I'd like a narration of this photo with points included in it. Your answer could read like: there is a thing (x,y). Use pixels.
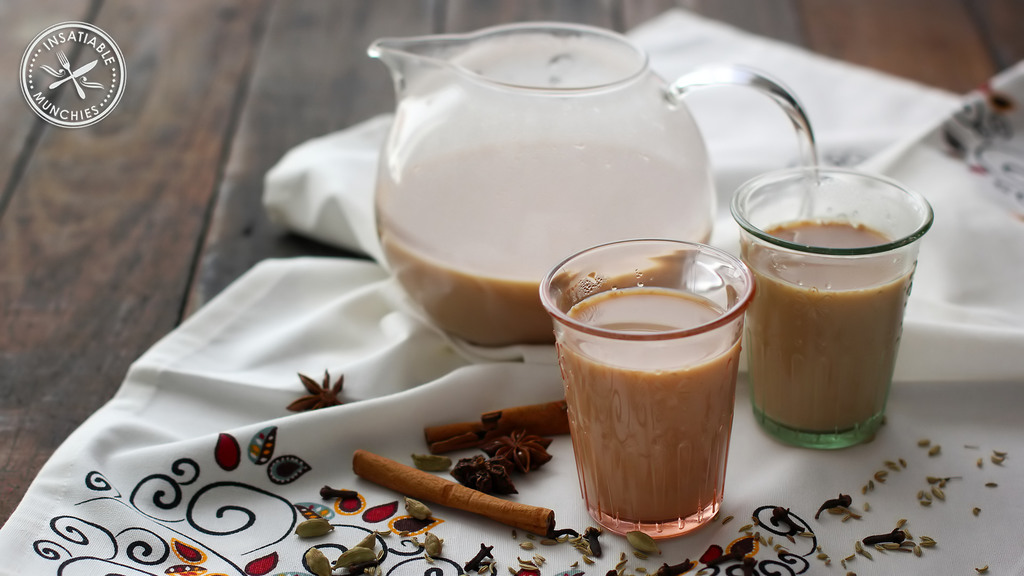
In this image there is a table (61,308) having a cloth (394,429). Few spices (494,509) are on the cloth (455,456). Right side (711,342) two glasses (605,408) and a jar (617,148) are on the cloth (509,379). Two glasses (637,323) and a jar (516,149) are filled with the drink (839,377). Left top there is a logo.
